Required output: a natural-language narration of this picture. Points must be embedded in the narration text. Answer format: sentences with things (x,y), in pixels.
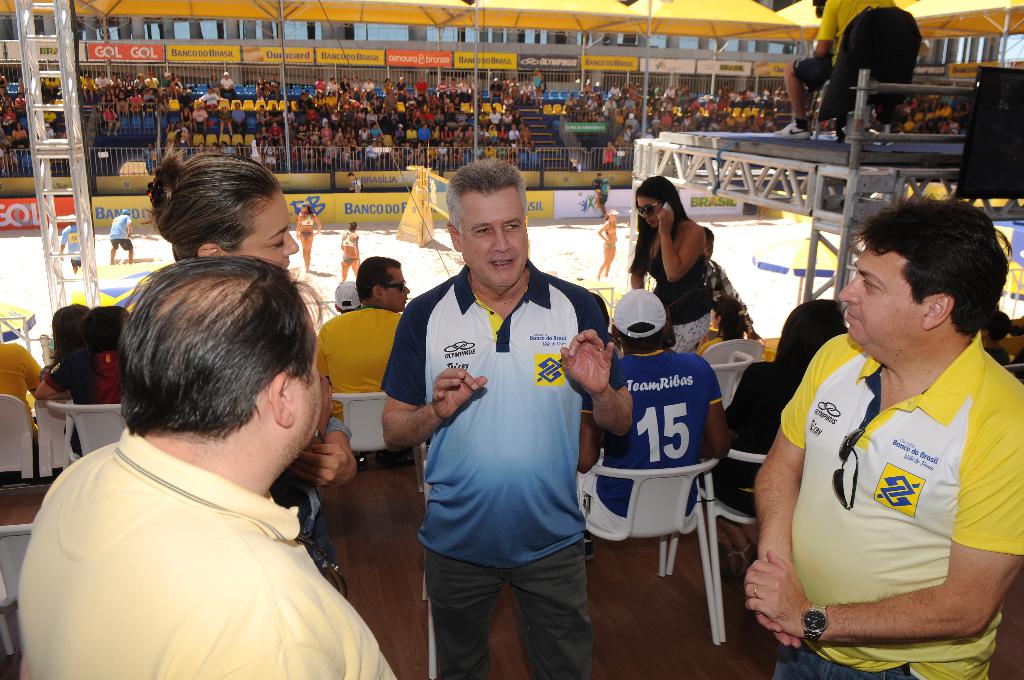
In this picture there are some people (479,413) standing and talking. There were men (416,385) and women (230,237) in this picture. Some of them were sitting in the background (647,479), in the chairs (634,474). In the background (381,239) there is a court (385,245) in which there are some players (355,264) are playing a game. There is a net (434,202). In the background (335,118) there are some people (340,126) sitting in the chairs (413,120) behind this railing (573,156).
